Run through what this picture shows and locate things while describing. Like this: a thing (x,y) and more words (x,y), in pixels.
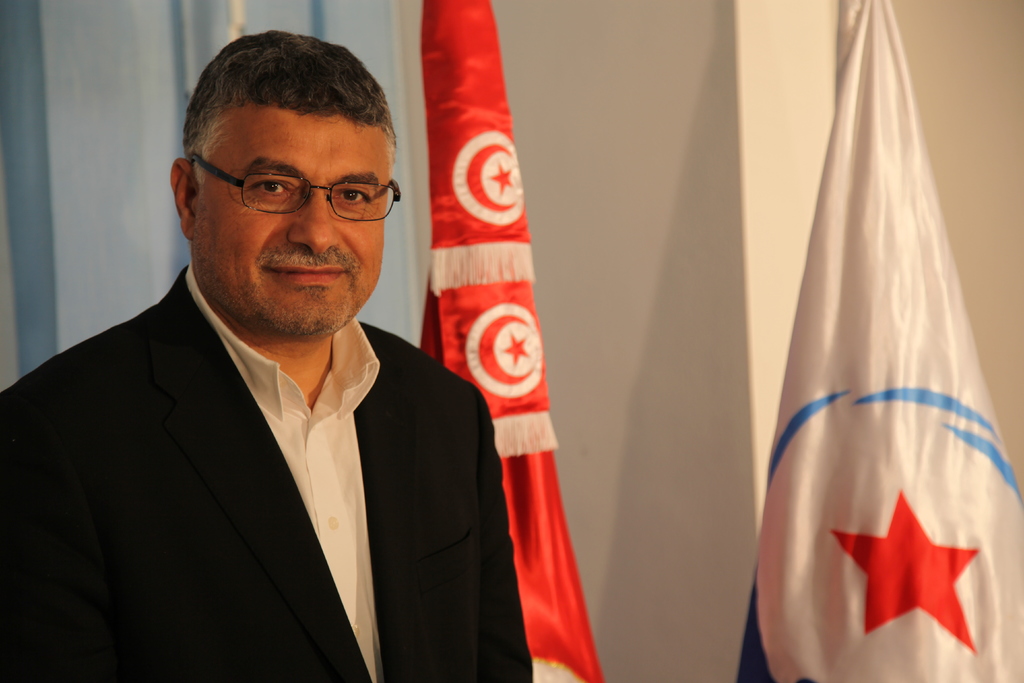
In this image, I can see a man (240,347) smiling. On the right side of the image (884,418), there are two flags (486,395). In the background (584,249), there is the wall (712,110).
